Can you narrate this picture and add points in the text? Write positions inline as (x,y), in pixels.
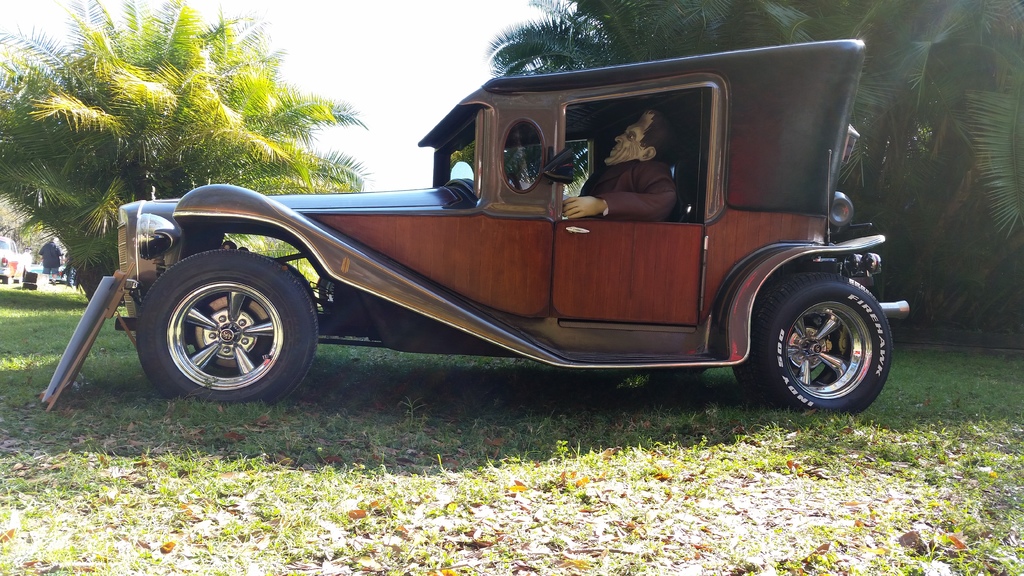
In the picture I can see an antique car (347,308) parked on the grass (60,353) and I can see a person (642,204) wearing a mask (640,124) is sitting in it and in the background (989,28), I can see trees (211,156) and the vehicle (63,268) and a man (57,269) standing on the left side of the image (59,275) and I can see the sky (369,78) in the background (370,33).
